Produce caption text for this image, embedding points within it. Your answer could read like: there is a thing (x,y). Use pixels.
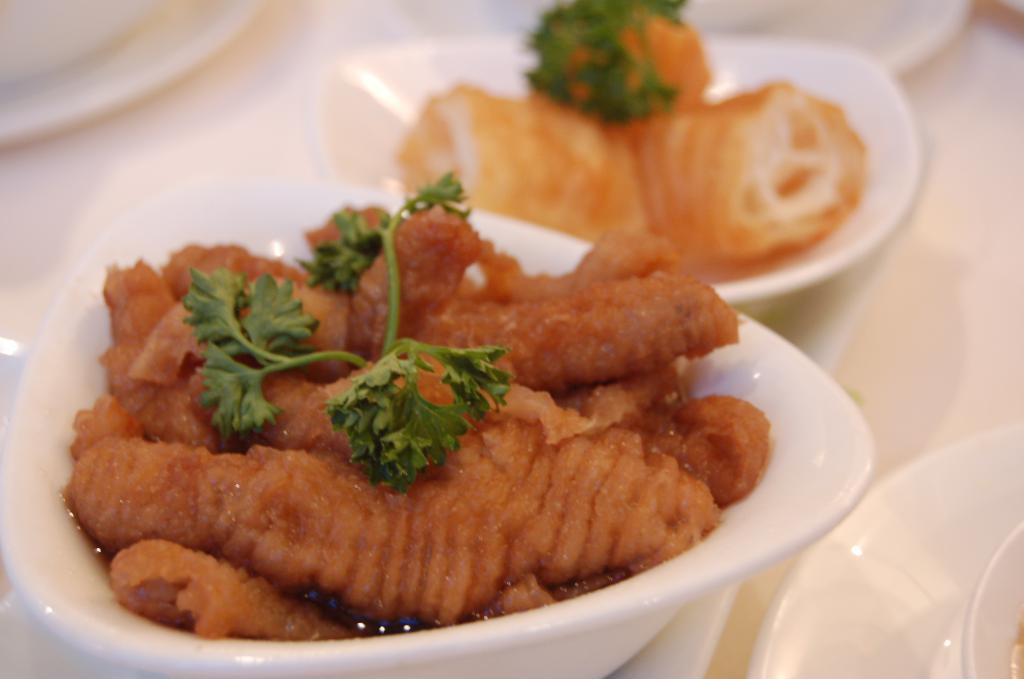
This image consists of food (522,482) kept in the bowls (717,90). It looks like flesh (418,223) on which there is coriander (437,410). On the right (949,542), there are plates (949,572). These all bowls (85,294) and plates (990,636) are kept on a table (274,33).
